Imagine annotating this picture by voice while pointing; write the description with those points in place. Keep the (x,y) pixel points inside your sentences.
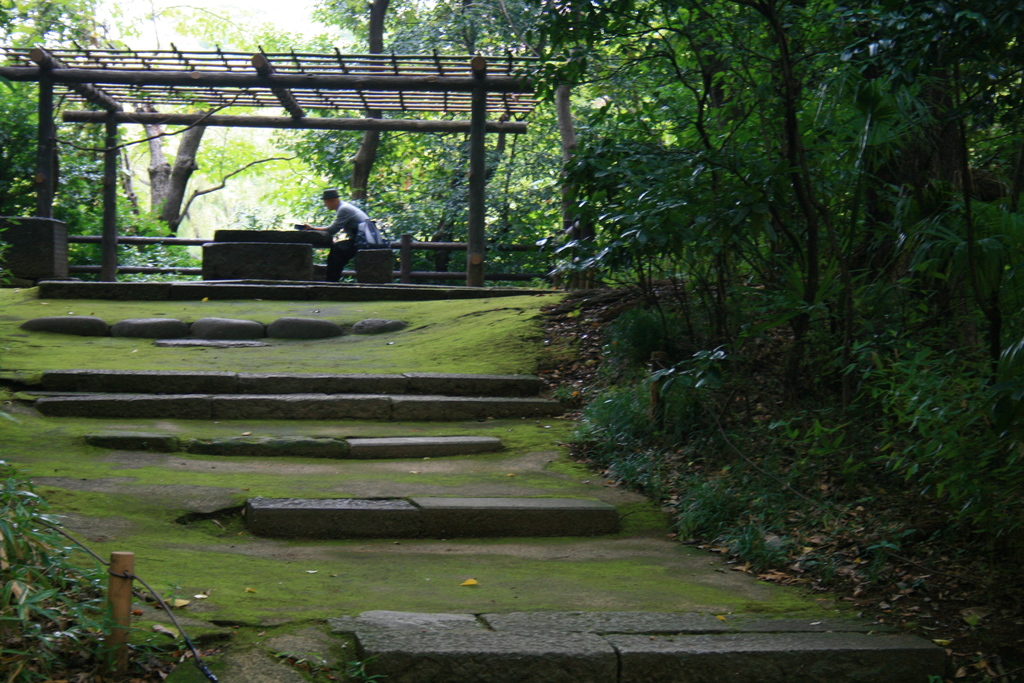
This image consists of a man (351,226) wearing a blue T-shirt (340,219). At the bottom (294,565), we can see the green grass (272,562) on the ground (413,467). On the left (316,158) and right, there are trees (700,170). In the front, we can see a shed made up of wood (523,86). At the top (292,0), there is sky (306,13).
